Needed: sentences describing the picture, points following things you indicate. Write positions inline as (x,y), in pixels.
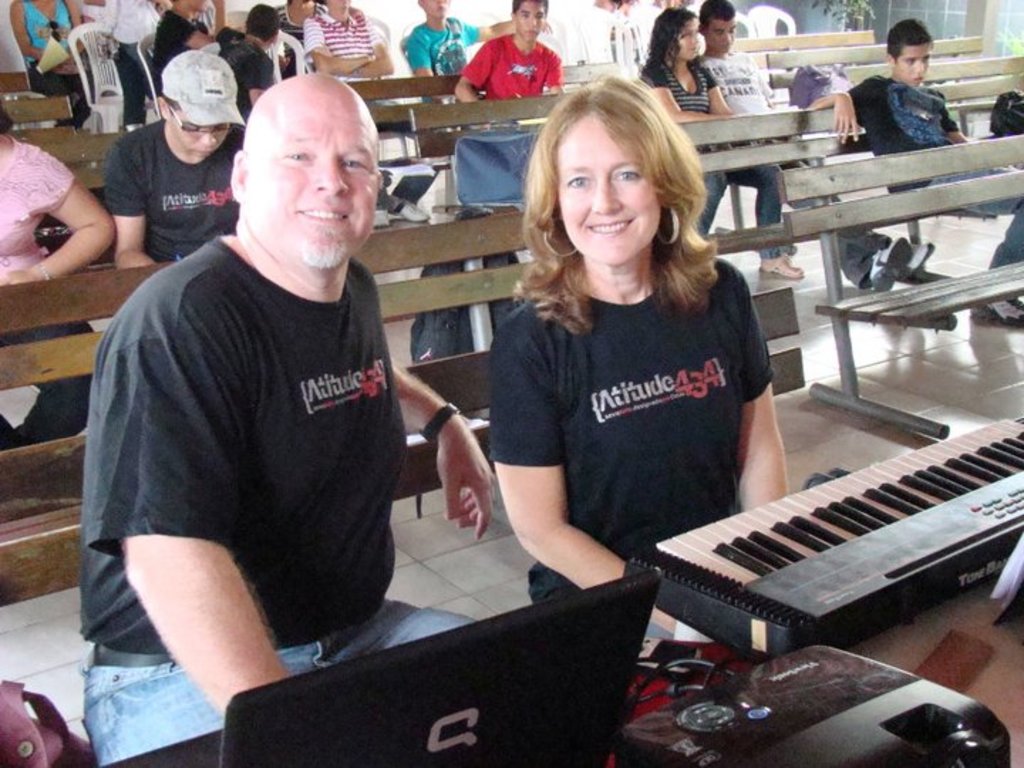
This image is clicked in a room (377,216). There are two persons (388,553) in the front (549,542) wearing black t-shirts (574,450). To the right (689,440), the woman (630,441) is sitting near the piano (861,536). To the left (282,602), the man (262,647) is sitting in front of laptop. In the background (806,115), there are many benches (456,133).
